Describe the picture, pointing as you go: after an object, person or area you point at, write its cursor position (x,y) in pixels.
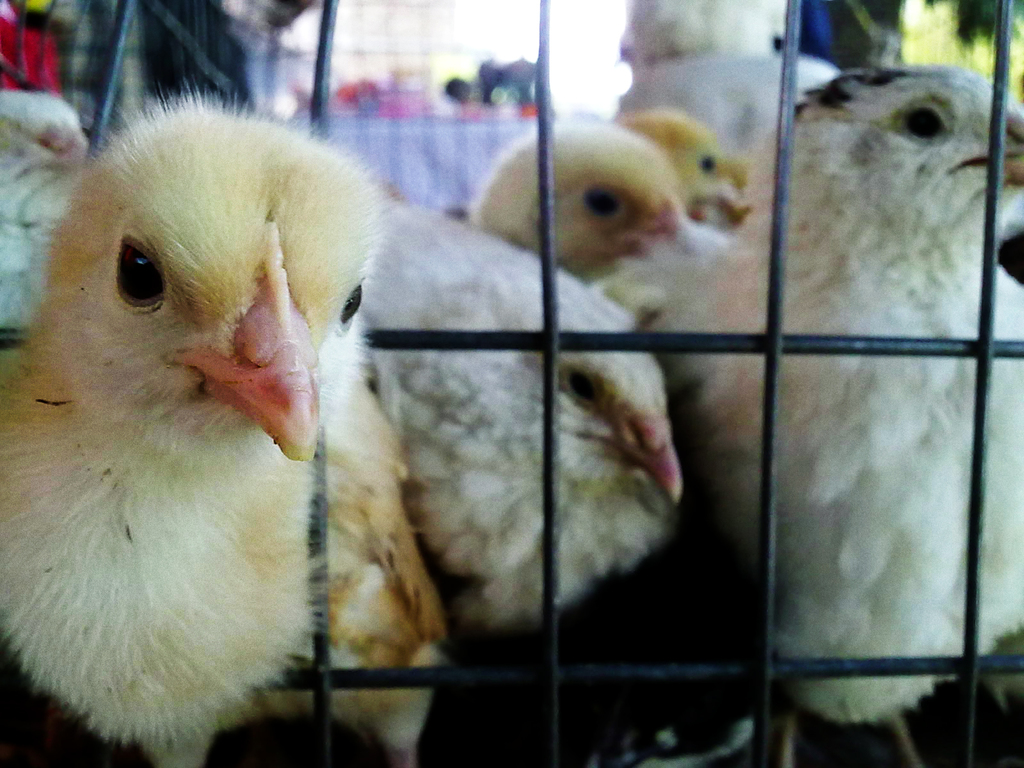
In this image I can see in the middle (347,434) there are chicks (643,217) in a cage (555,411).
